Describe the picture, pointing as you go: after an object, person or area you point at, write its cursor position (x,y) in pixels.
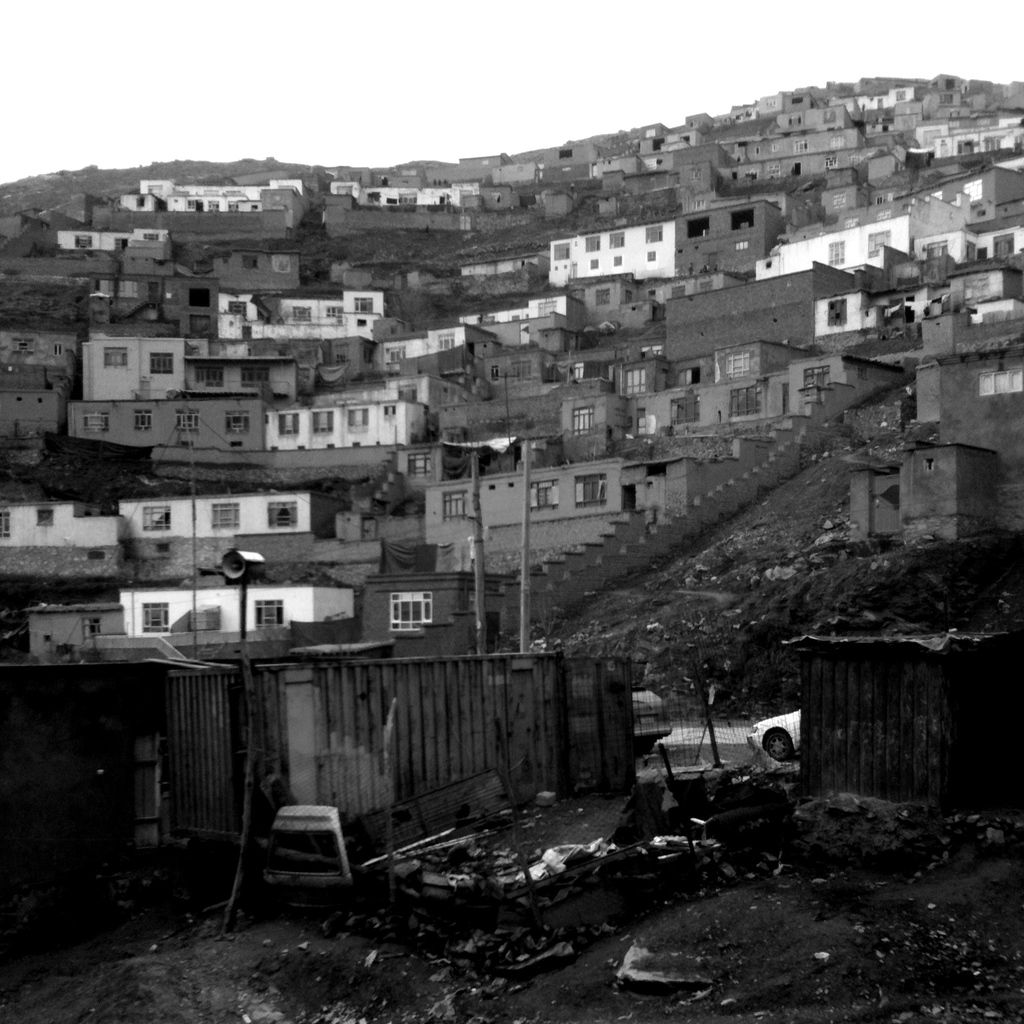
This image is a black and white image. This image is taken outdoors. At the bottom of the image (592,958) there is a ground (616,940). In the middle of the image (369,444) there are many houses (249,337) with walls (603,506), windows (588,486), doors (627,494) and roofs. There are a few stairs (638,530). There are a few poles (523,589). There are a few iron sheets (459,721). Two cars (645,707) are parked on the road (730,739).
